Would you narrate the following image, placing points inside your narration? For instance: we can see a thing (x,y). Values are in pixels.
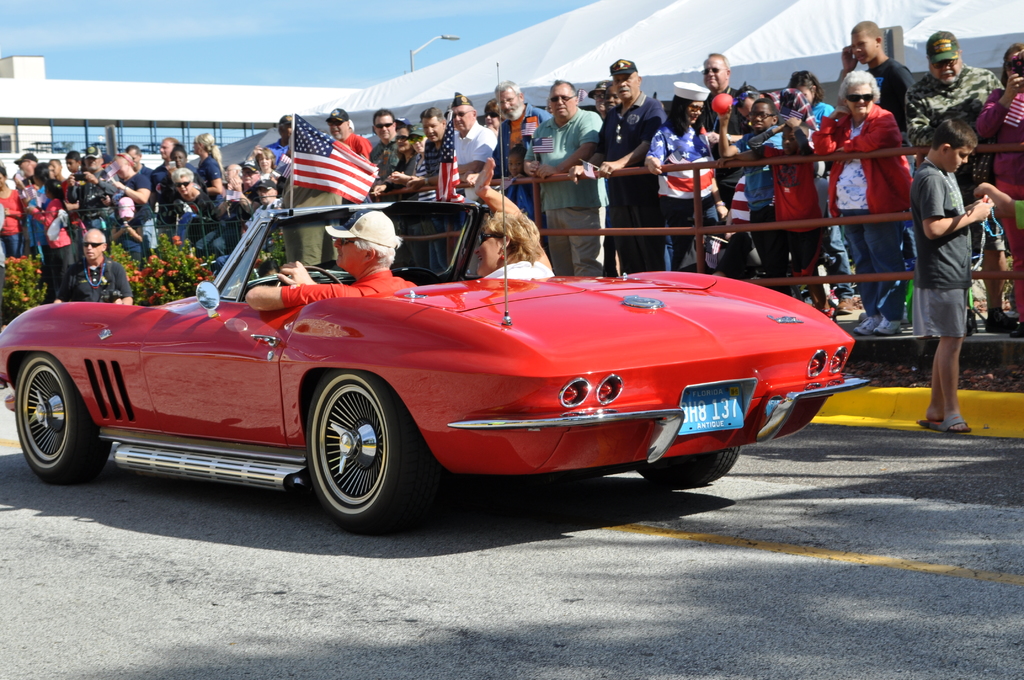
In this picture we can see a person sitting in a car (250,467). We can see a flag (309,153) on this car (313,217). There are few people (494,132) standing at the back (115,174). We can see some fencing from left to right. There is a building (73,114). We can see a tent (477,50) on the right side (849,30).
